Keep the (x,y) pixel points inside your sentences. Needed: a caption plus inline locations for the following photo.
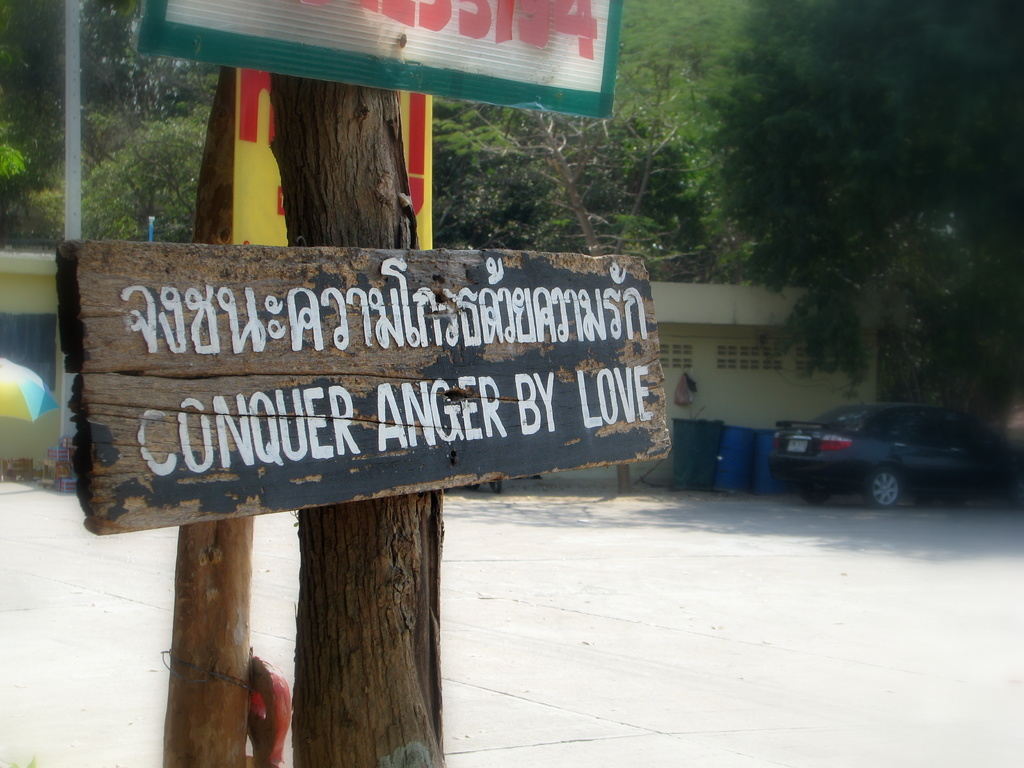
In this image text boards (293,265) are attached to the barks (296,669). In the background (57,320) house (48,372), umbrella (26,388), blue color water tins (741,452), trash bin (683,468) are visible. Car (900,450) is present on the road (799,659). There is also a pole (70,137).
